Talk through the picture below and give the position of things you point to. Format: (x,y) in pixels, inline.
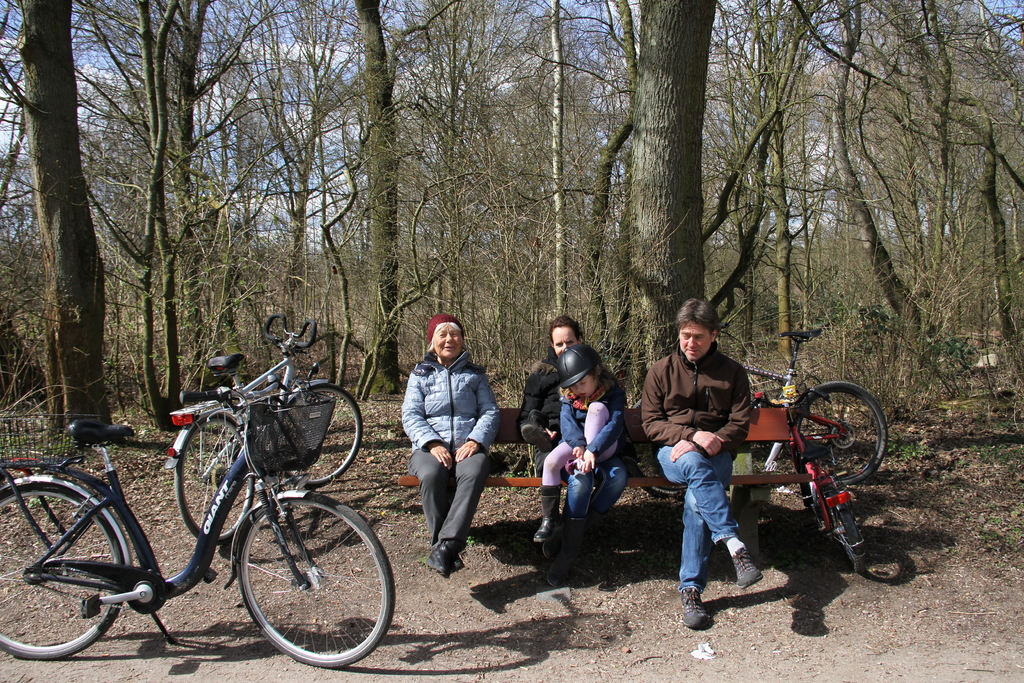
This picture is clicked outside. In the center (681,415) we can see the group of persons (482,479) sitting on the benches (498,481) and we can see there are some bicycles (45,579) parked on the ground (642,615). In background (497,22) there is a sky (416,3) and the trees (588,251).
